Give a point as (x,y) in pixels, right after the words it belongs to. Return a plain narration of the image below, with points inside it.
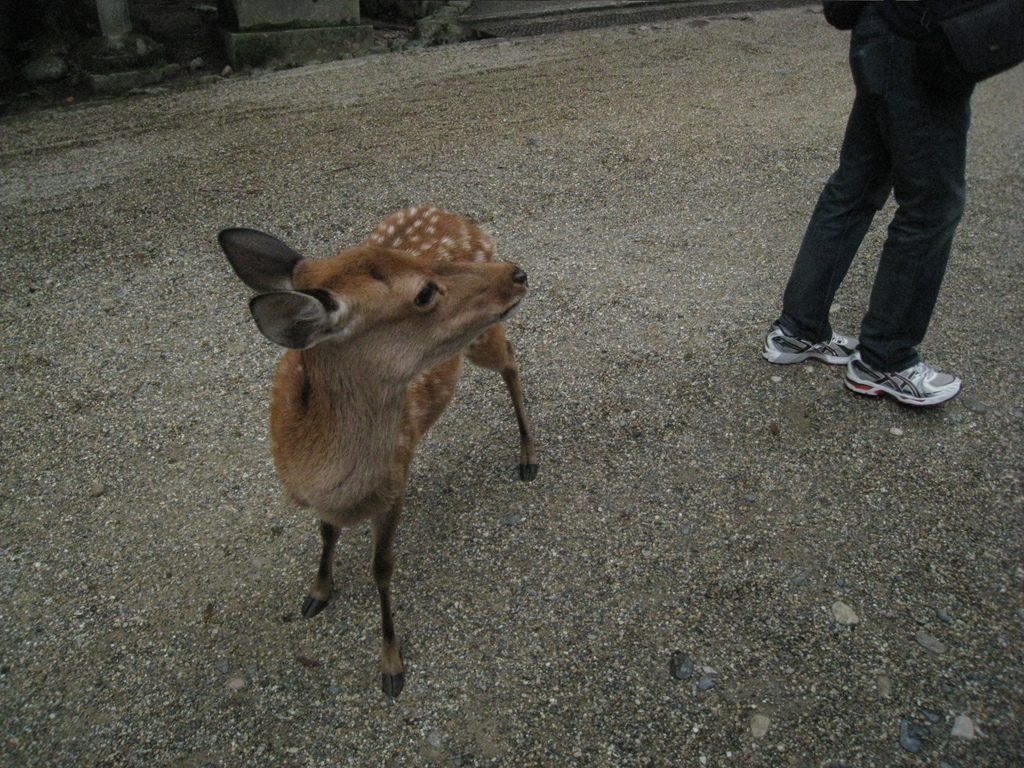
In this image I can see an animal (474,331) and a person (922,208) on the ground (718,304). In the background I can see a kerb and stones (233,60). This image is taken may be during a day.
